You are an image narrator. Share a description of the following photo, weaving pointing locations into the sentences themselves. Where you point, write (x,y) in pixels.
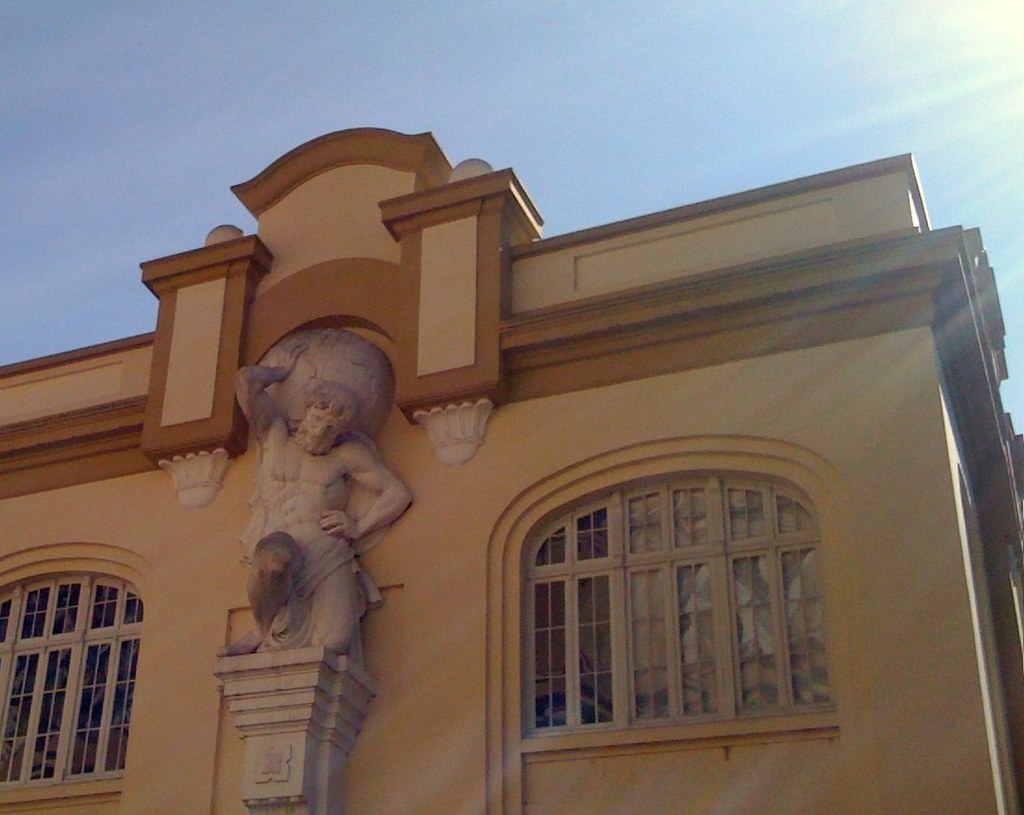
Here we can see a sculpture (320,533), windows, and a building (679,556). In the background (135,159) there is sky (486,152).
